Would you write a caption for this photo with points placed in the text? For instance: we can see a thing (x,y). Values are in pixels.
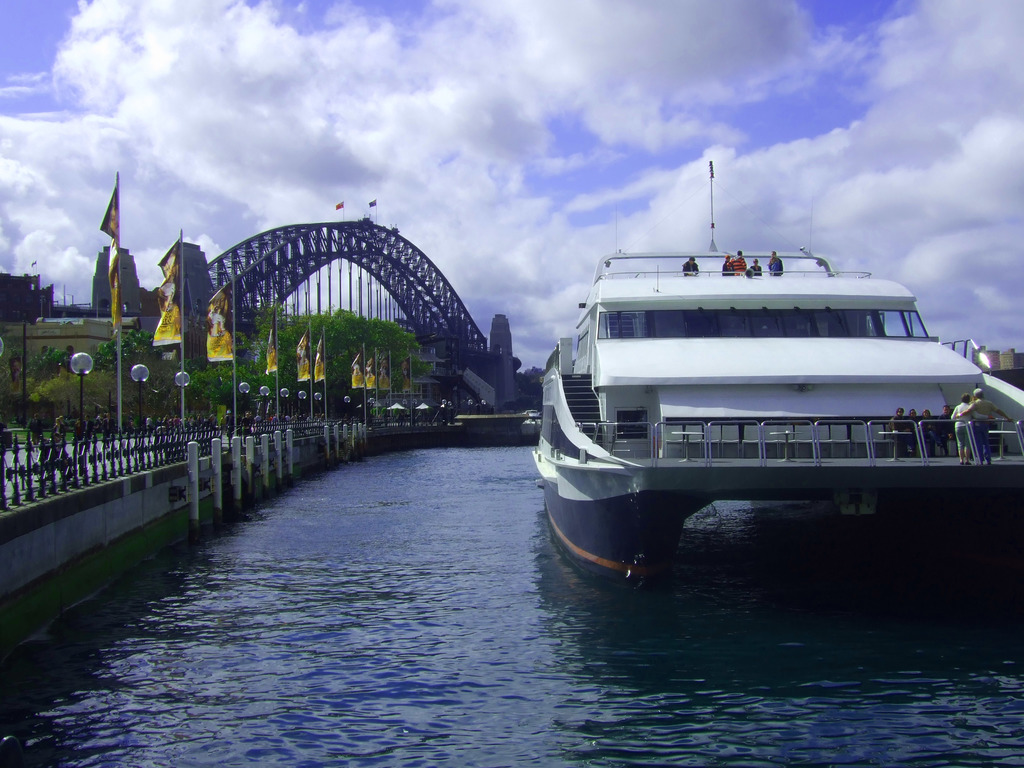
In this image I can see the ship (590,527) on the water (545,637). To the left (36,491) I can see the railing (107,480) and flags (301,361). In the background (253,379) I can see many trees (329,370), bridge (352,248), clouds (505,150) and the sky (627,133).
